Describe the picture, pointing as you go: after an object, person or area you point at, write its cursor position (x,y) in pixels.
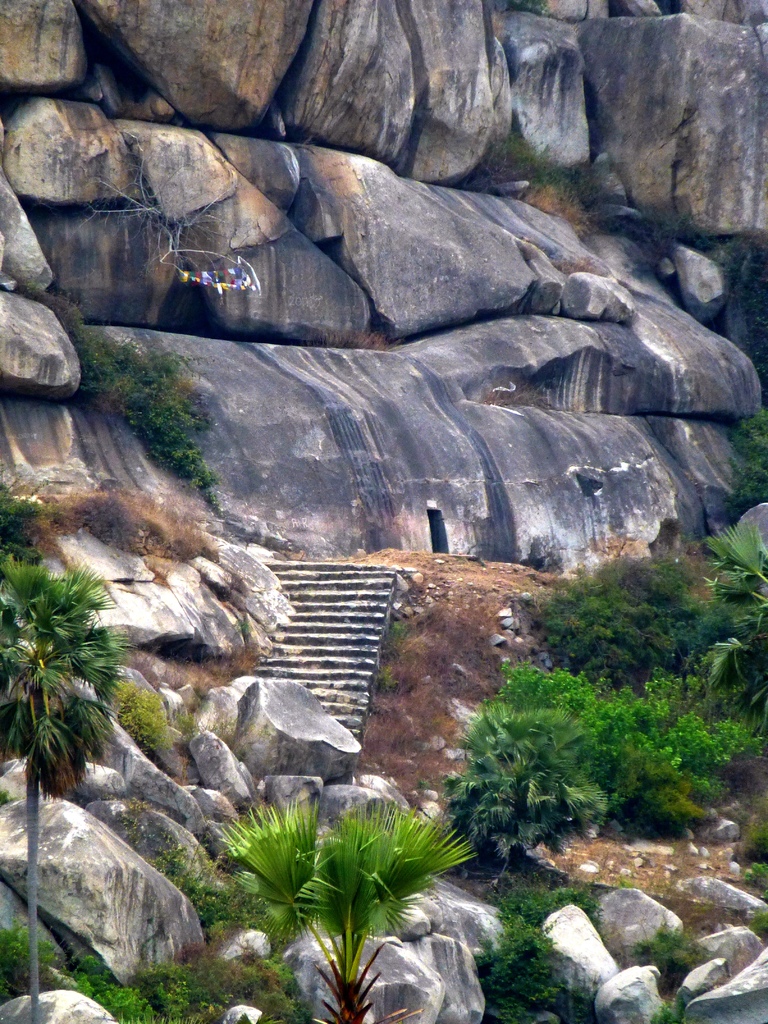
At the bottom of the picture (303,926), we see grass (258,973), trees (418,885) and rocks (318,715). In the middle of the picture (369,656), we see the staircase (288,645). There are rocks (387,403) and trees (763,353) in the background (86,444).
